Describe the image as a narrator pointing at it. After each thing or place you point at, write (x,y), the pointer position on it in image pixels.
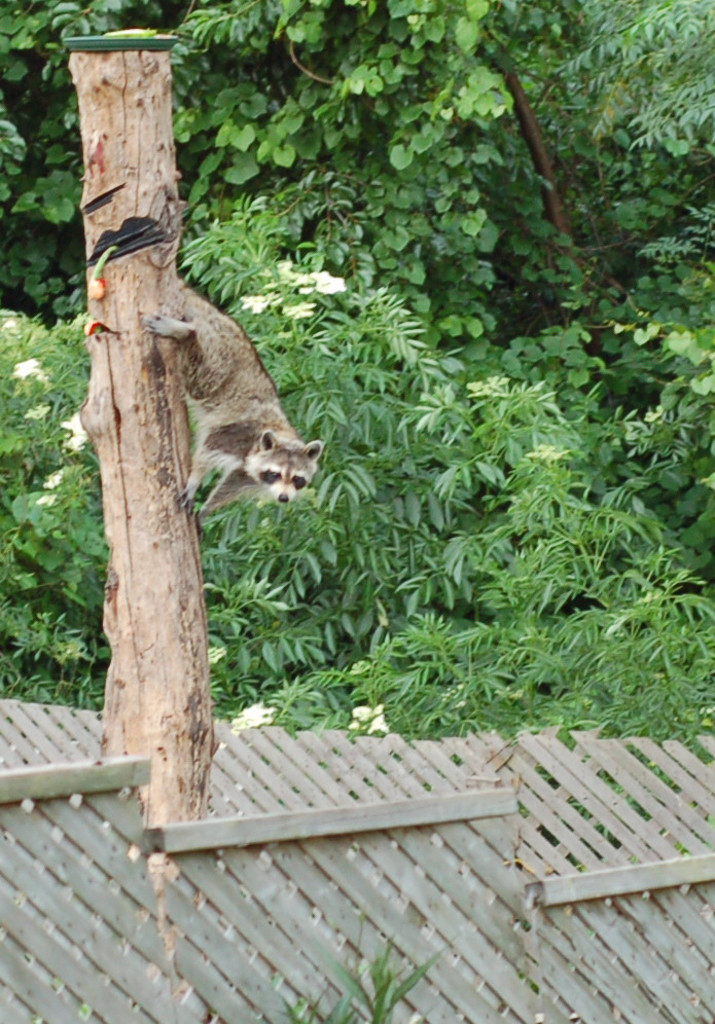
In this image I can see an animal (246,423) which is in white, brown and black color. Animal (237,439) is on the branch (162,446). Back Side I can see green trees (372,250). In front (72,974) I can see a cream color fencing (304,929).
